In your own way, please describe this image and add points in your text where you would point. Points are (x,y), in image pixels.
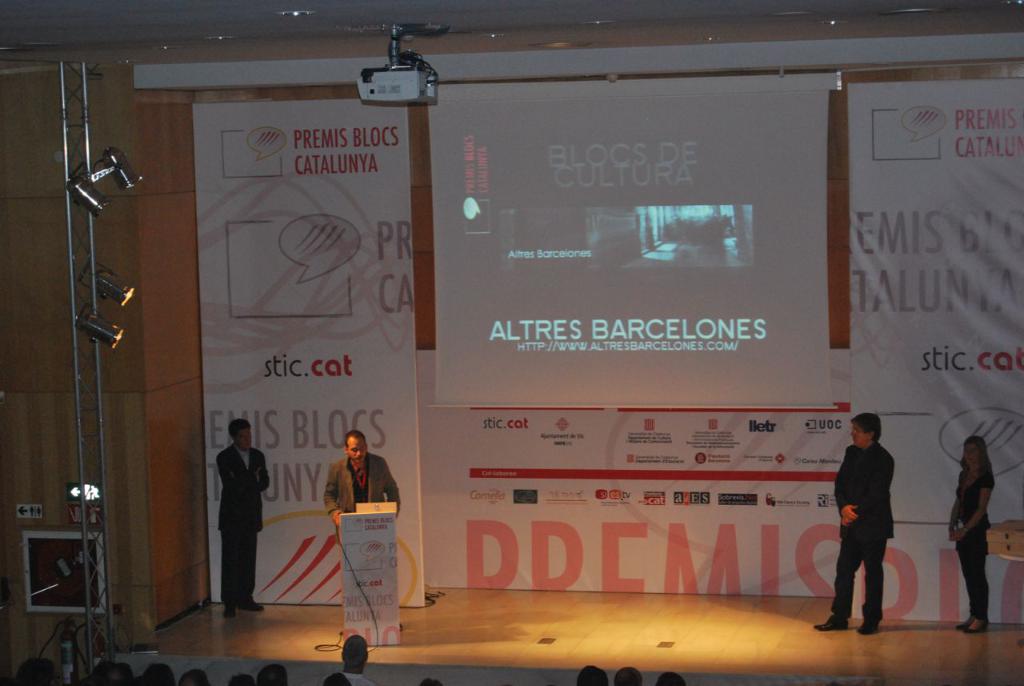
In this picture we can see a person (367,481) standing and talking in front of mike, few people (887,480) are standing on the stage (830,639), we can see the banner (507,513) on which we can see a projected screen (702,287) on the board (650,288), in front (357,681) we can see few people (281,681) are watching.
